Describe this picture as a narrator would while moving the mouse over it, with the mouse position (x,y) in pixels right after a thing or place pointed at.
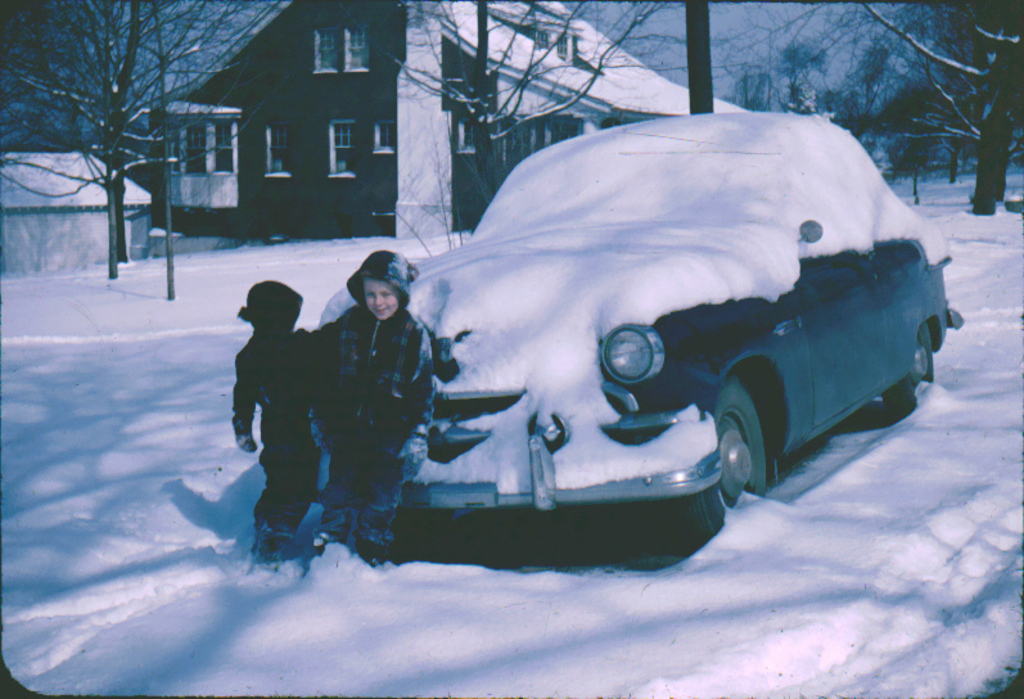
It is the colour image in which there is a car (760,398) in the snow (723,534). The car (726,459) is covered by the snow (590,259). In front of the car (746,464) there are two kids (322,381). In the background (365,124) there is a house (400,114) and trees (992,43) beside it which are covered with the snow (522,52).
